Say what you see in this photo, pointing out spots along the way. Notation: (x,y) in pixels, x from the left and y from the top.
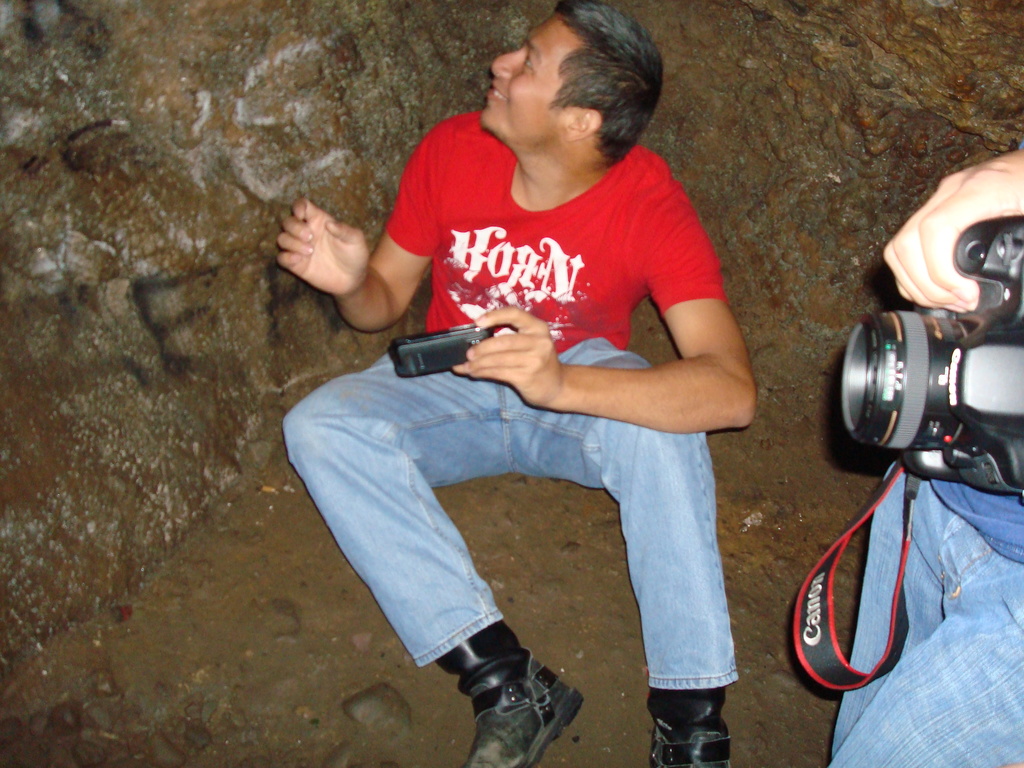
In the picture a man (496,245) is sitting on the floor (620,565) and holding a mobile phone (453,359) another person (935,730) near to him is holding a camera (936,435).
